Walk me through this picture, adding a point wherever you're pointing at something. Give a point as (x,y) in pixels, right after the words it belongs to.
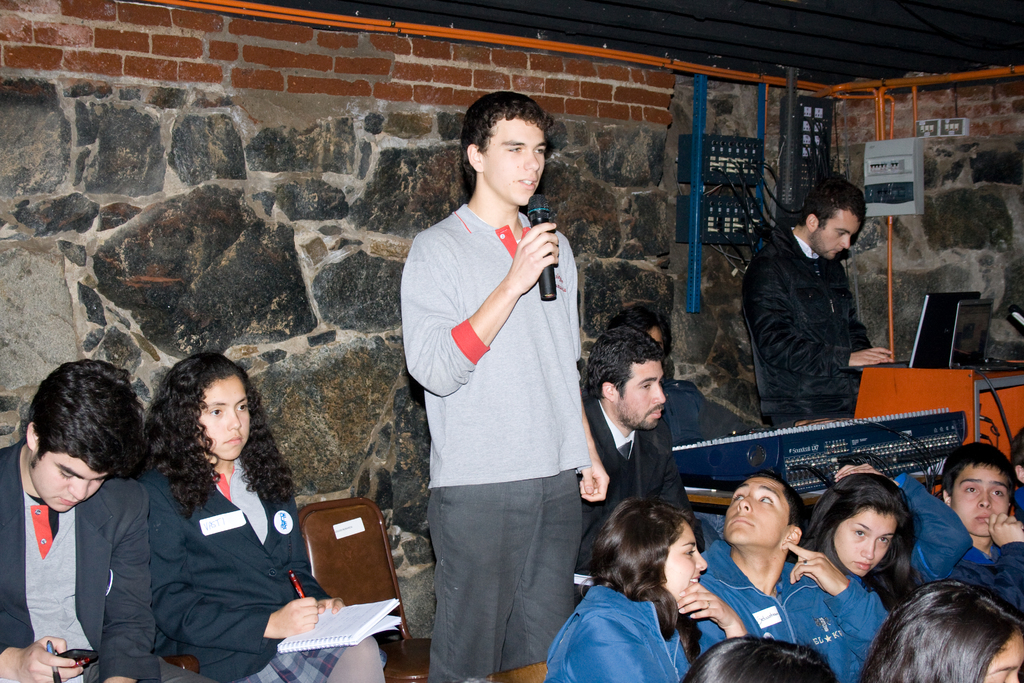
In the foreground of the picture (297,561) there are group of people (762,589) and chairs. In the center of the picture (479,272) there is a person (530,278) holding mic (544,283). On the right (848,439) there are music control system (881,426), laptop (927,333) and a person (808,321). At the top (737,132) there are pipes (842,86) and brick wall (840,132). In the top right corner (787,154) there are some meters (918,165).
